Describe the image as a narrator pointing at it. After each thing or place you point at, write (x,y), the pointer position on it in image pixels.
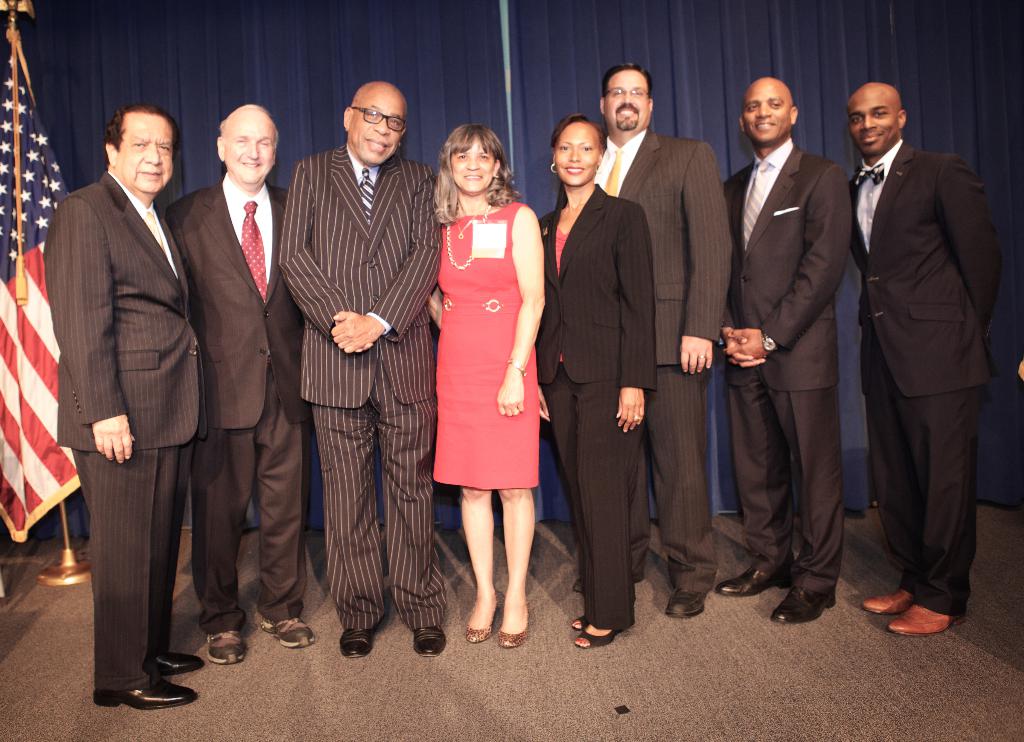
In this picture I can see few people (645,347) standing, behind there is a flag (53,353) placed.
